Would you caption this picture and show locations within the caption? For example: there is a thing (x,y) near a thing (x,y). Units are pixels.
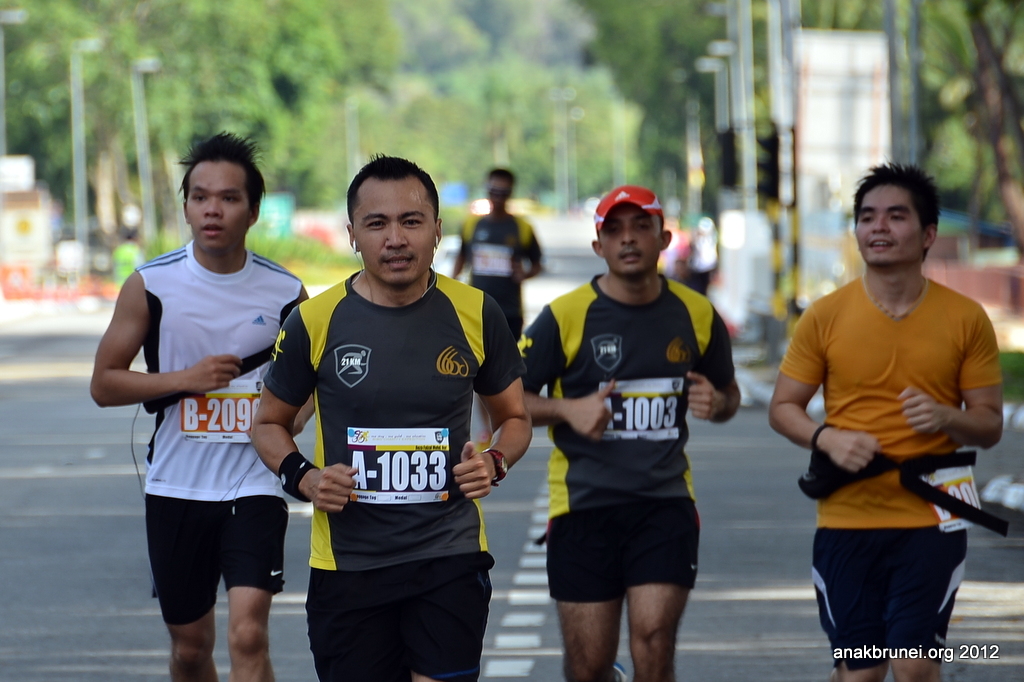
In this picture we can see group of people (715,389), they are running on the road (704,495), in the background (778,117) we can see few poles (738,63), trees (44,117) and hoardings (17,234).
